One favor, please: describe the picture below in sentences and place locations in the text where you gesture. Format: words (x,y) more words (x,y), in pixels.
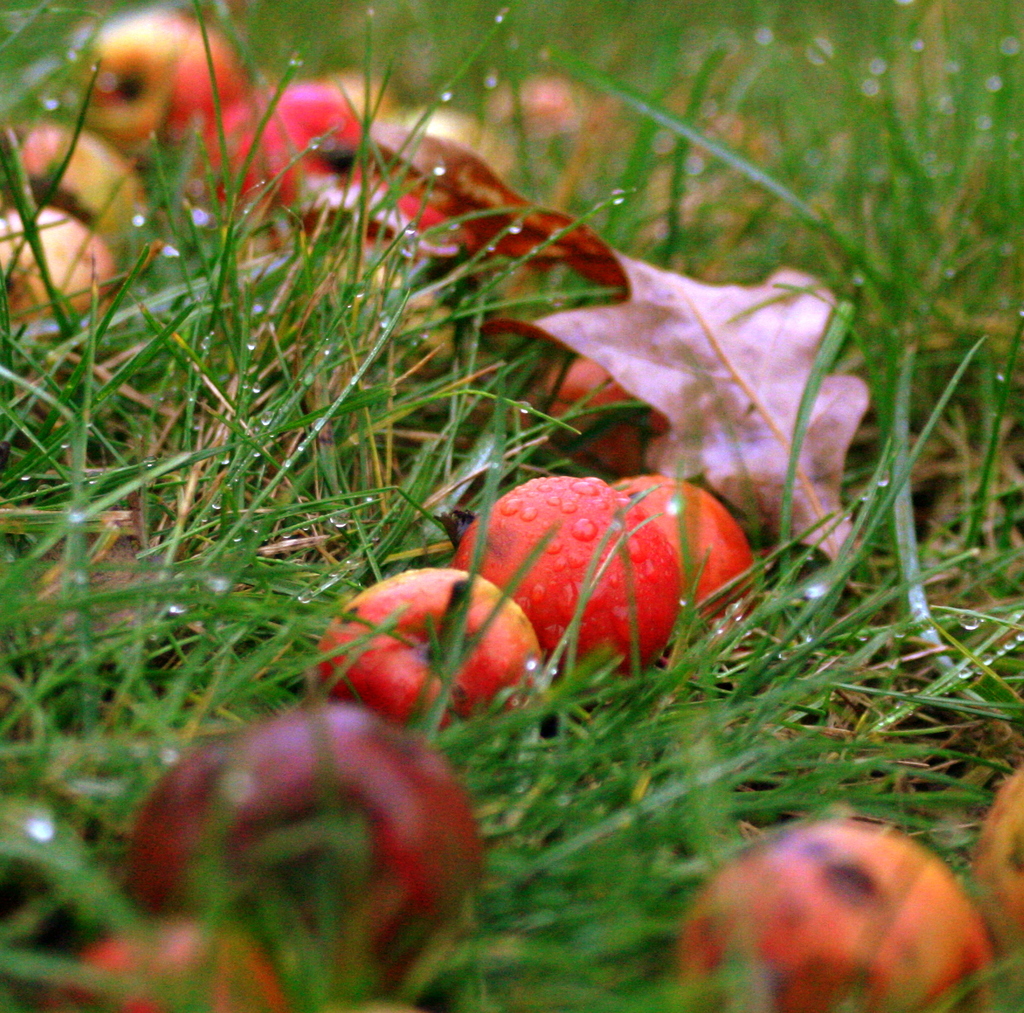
In this picture I can see some fruits (733,532) and the grass (486,441).
